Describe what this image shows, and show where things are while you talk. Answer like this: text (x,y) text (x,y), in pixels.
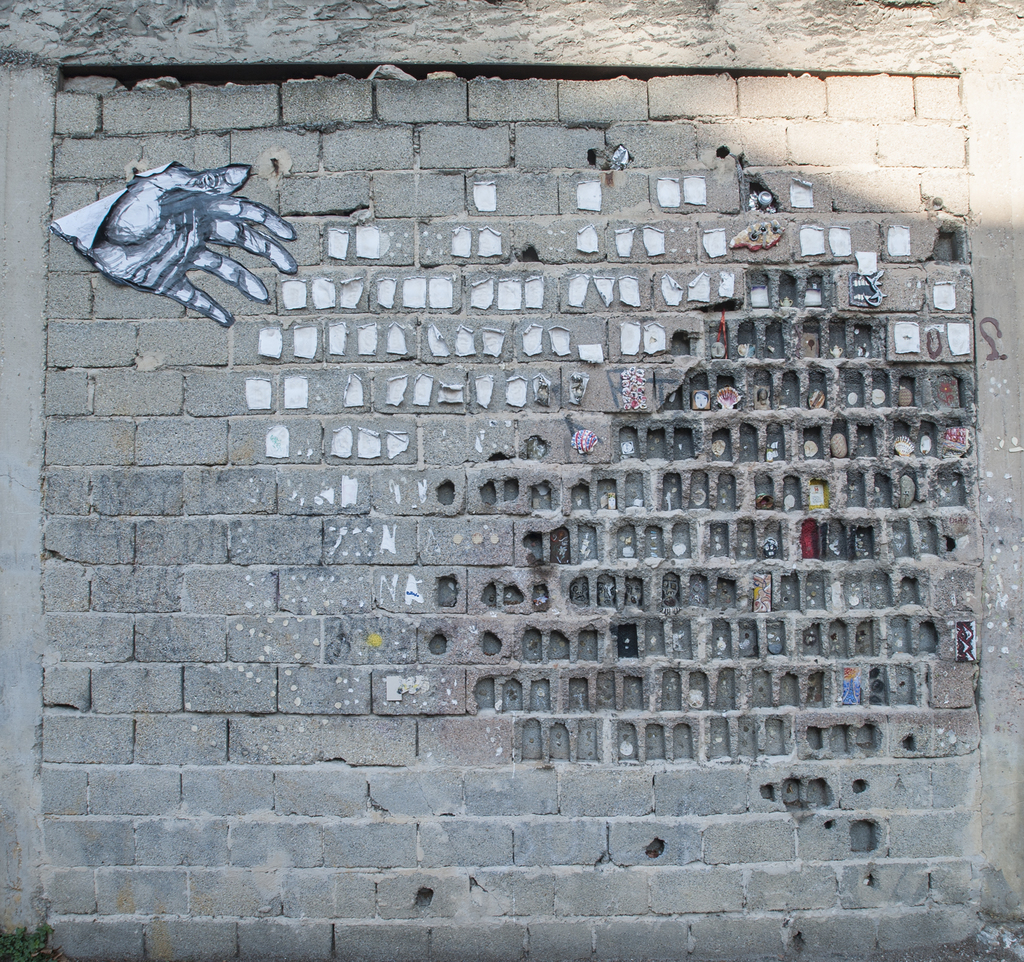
In this picture we can see a wall (262,766) with stickers (133,254) and some objects (841,437).
